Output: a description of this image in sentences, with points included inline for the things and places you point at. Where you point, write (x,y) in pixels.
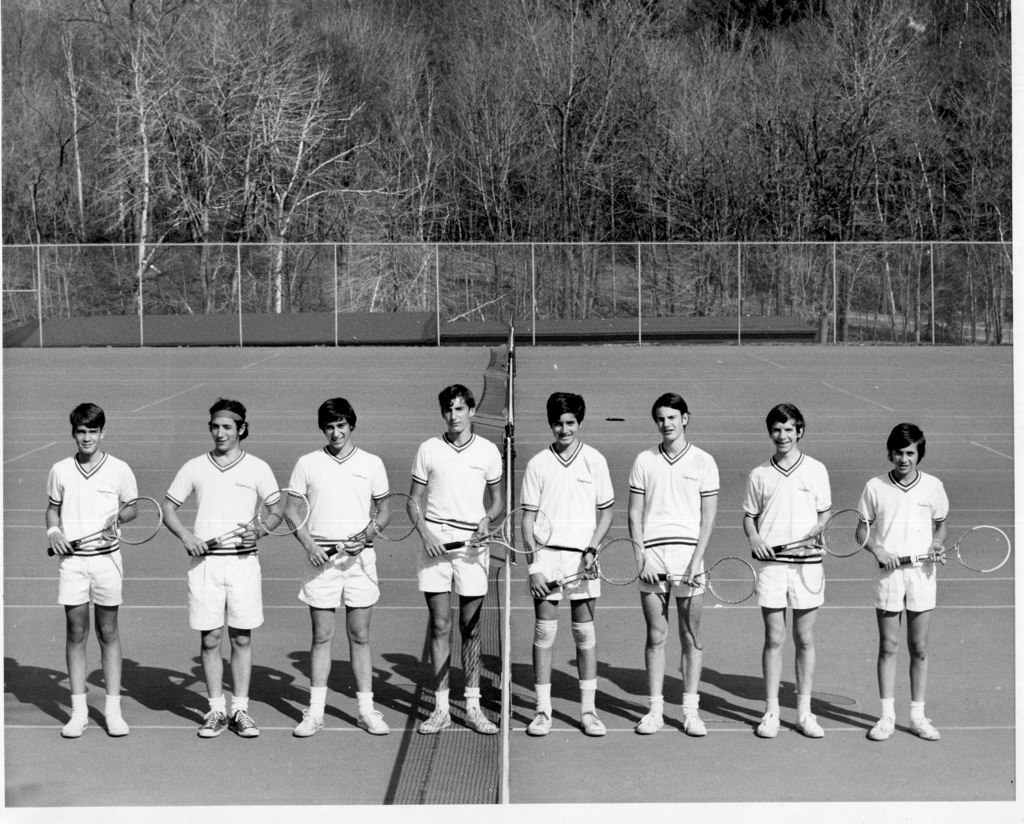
It is a outside black- and- white image. There are few peoples (353,425) are stand. They wear t-shirt (473,488), shorts (251,613), socks (587,699) and shoes (424,726). All are holding a tennis racket (391,531). There is a net (496,627) in the middle of the image (511,495). We can see a ground (437,412). Here there is a iron fencing (446,299). The background (909,195), we can see few bare trees (430,156).
